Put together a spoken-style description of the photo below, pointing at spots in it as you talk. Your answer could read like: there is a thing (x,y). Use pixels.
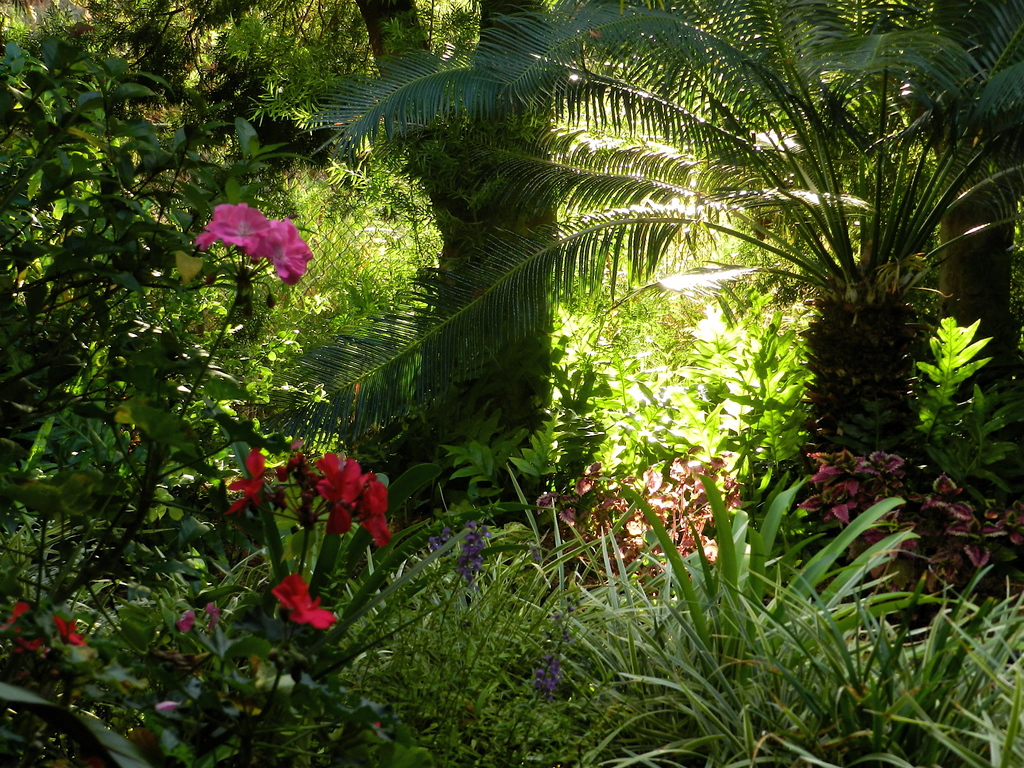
In this image in the front (240,447) there are flowers (345,509) and there are plants (682,641). In the background (596,290) there are trees (531,235).
